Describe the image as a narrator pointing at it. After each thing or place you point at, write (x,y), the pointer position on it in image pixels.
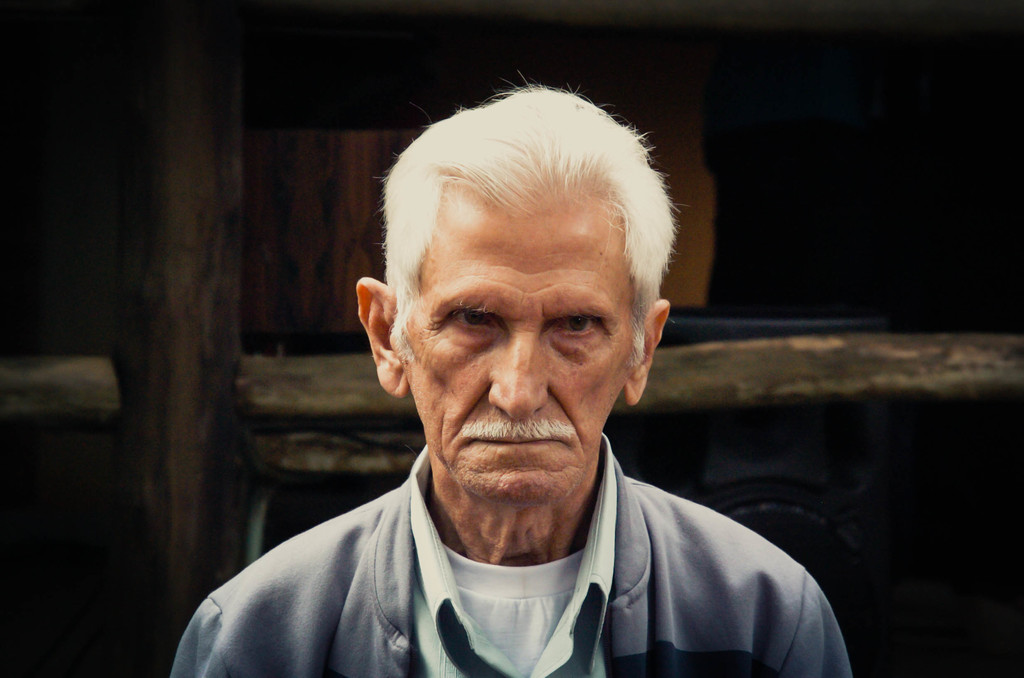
In this image we can see a person (561,601). There are few objects (156,309) behind a person (488,650) in the image.
